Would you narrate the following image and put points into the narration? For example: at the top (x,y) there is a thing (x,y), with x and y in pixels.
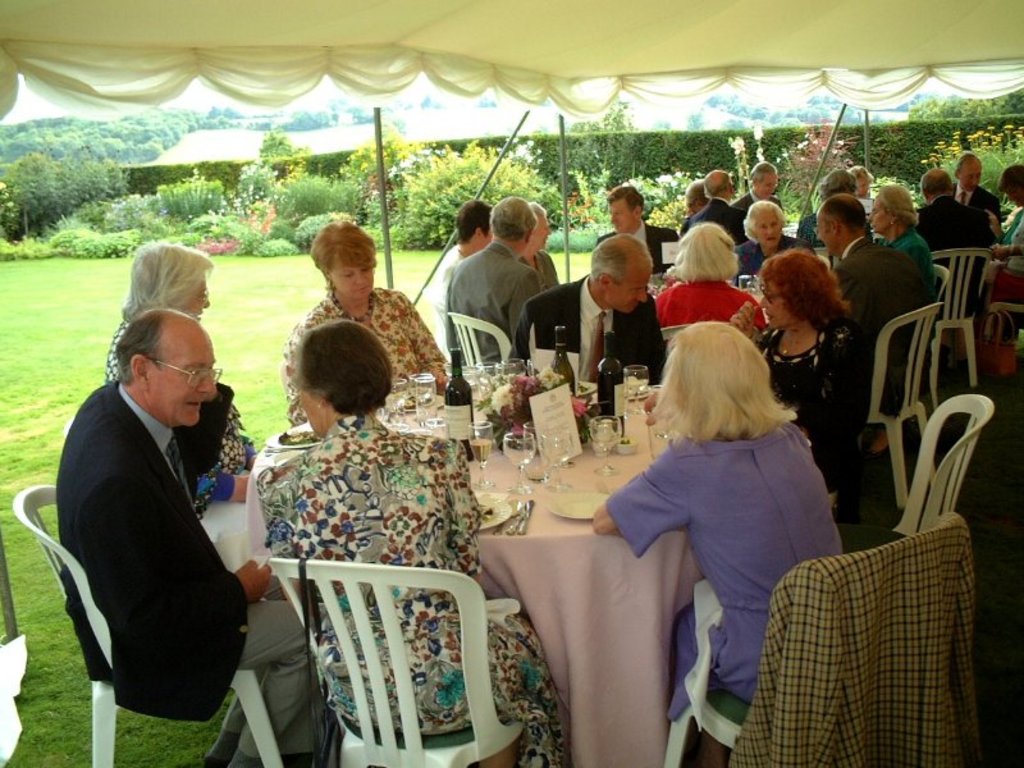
On the background (281,169) we can see trees (109,145), plants (196,172) and grass (63,390). We can see all the persons (922,276) sitting on chairs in front of a table (542,516) and on the table (629,459) we can see glasses (527,450), bottles (560,371), flower vase (519,396), spoons (527,519), plates (561,509), forks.
